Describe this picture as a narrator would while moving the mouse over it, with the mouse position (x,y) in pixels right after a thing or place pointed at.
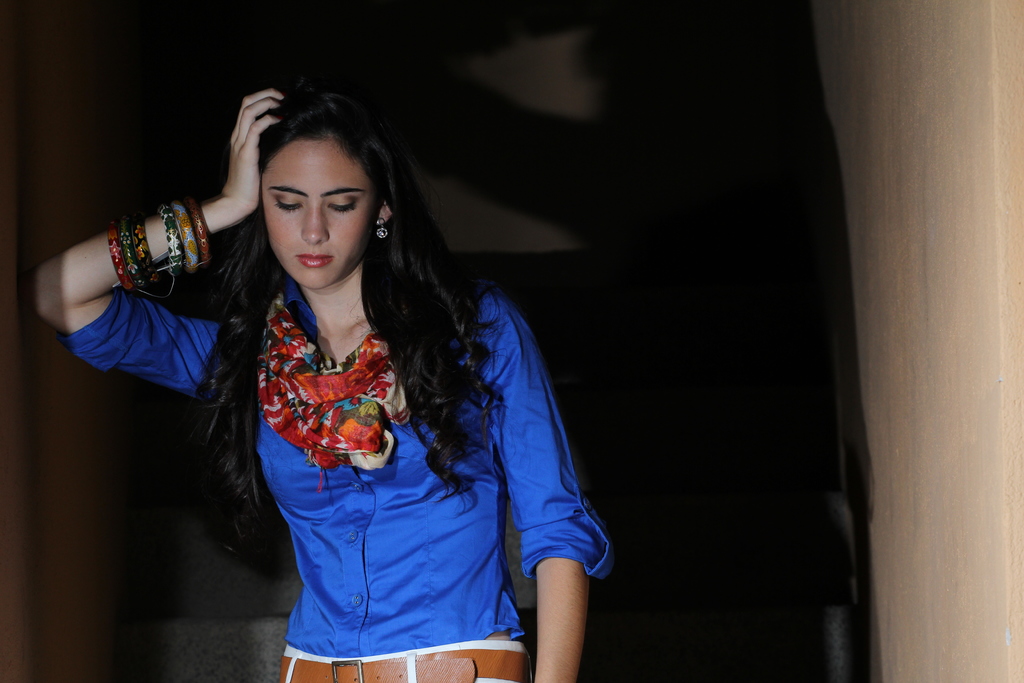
Here we can see a woman (320,384) and wall (881,652). There is a dark background (162,602).
